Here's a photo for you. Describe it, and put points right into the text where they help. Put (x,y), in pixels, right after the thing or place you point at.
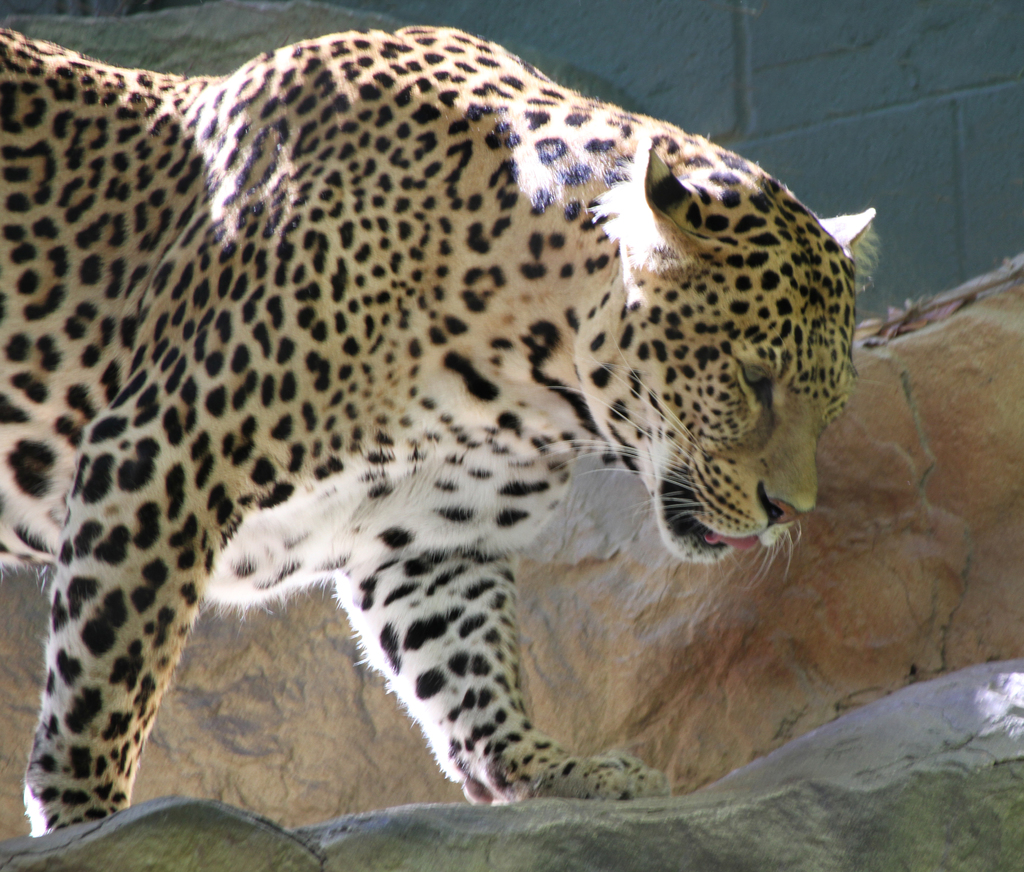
In this image we can see there is a big cat (496,645) walking on the rocks (562,652).
